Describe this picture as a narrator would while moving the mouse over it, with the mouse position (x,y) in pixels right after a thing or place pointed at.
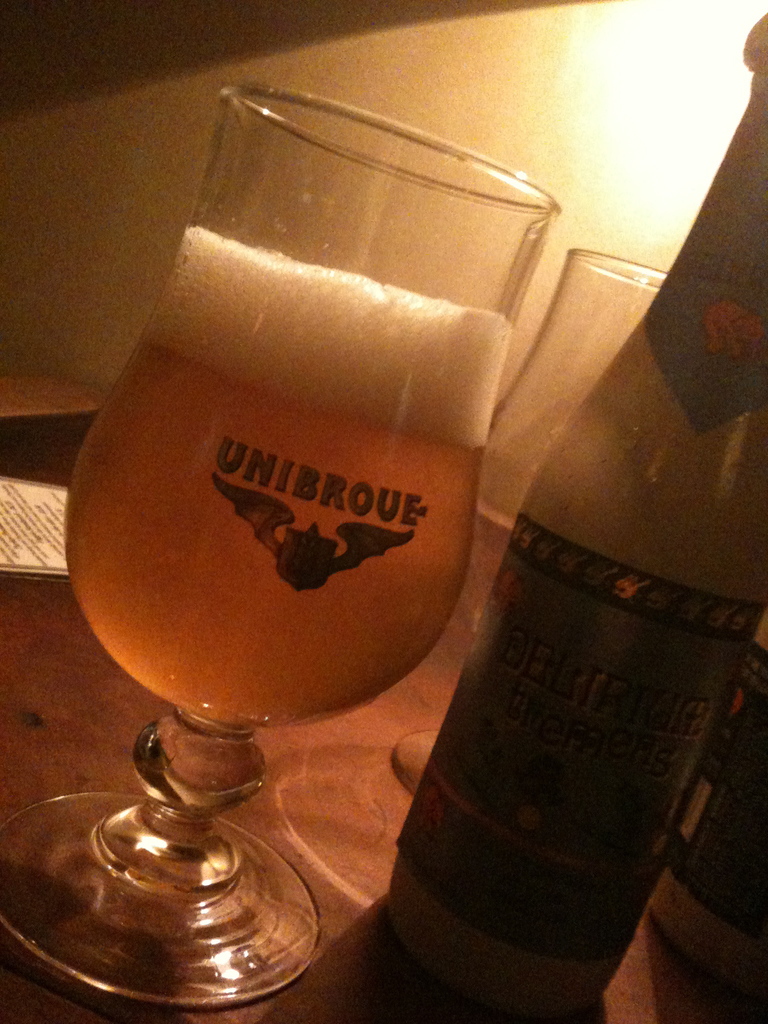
In the given image i can see a glass (269,369) filled with beer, bottle (711,286) and in the background (574,112) i can see the light (573,112).
